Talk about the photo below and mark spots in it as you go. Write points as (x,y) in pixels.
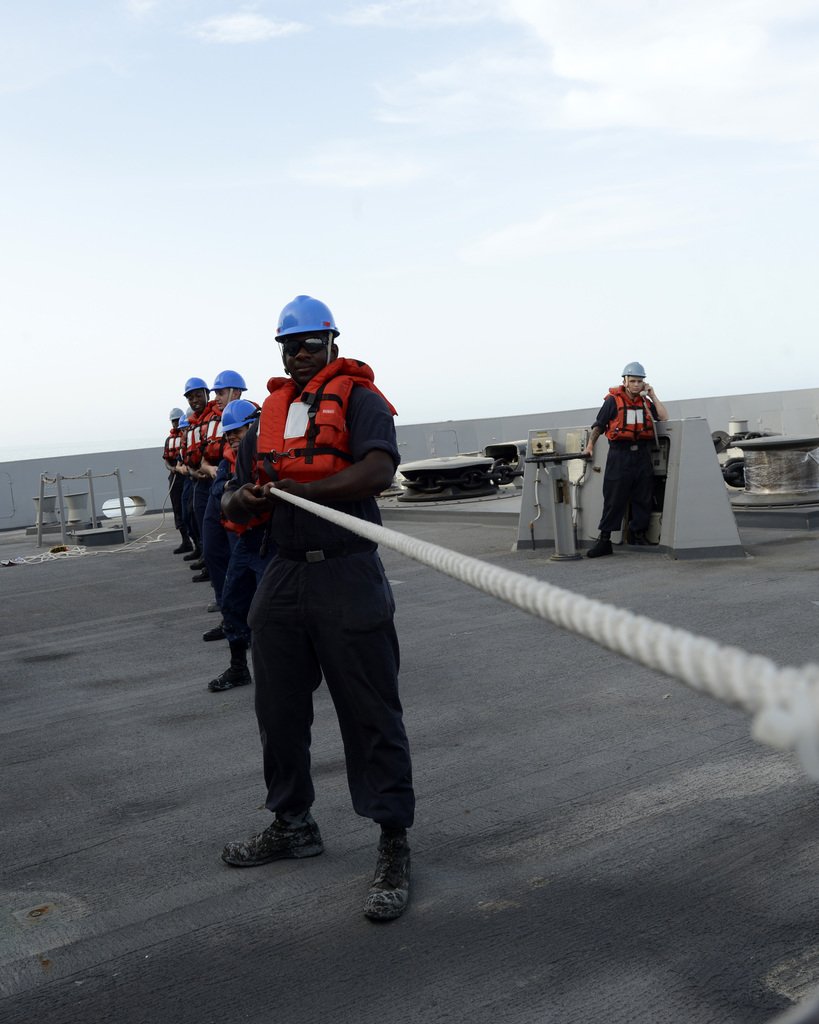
In the center of the image (276,483) we can see a few people (293,439) are standing and they are wearing jackets (279,396) and blue helmets (218,386) and they are holding the ropes (456,570). Among them, we can see a few people (369,512) are wearing sunglasses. In the background (334,133), we can see the sky (425,96), clouds (556,116), poles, bowl type objects (456,459), one person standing and wearing a helmet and a jacket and a few other objects (408,476).
